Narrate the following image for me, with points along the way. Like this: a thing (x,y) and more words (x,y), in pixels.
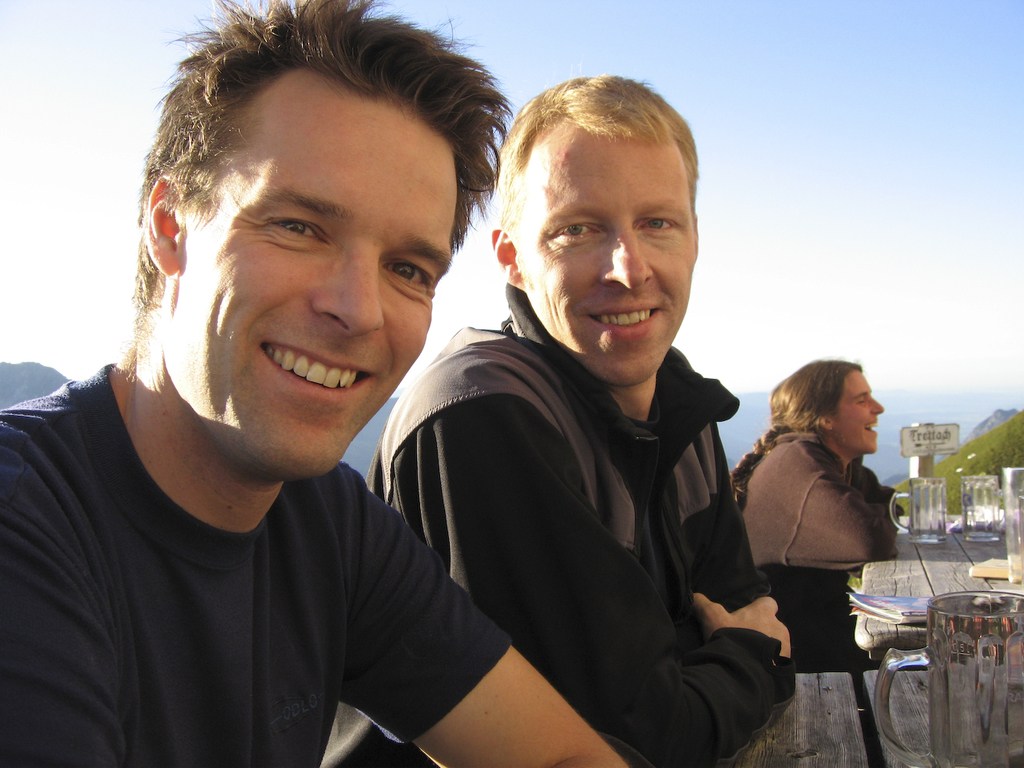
In this picture we can see there are three persons (601,564). On the right side of the image (903,546) there are tables (925,583) and on the tables (877,588) there are glasses (935,598) and some objects (927,600). Behind the tables (915,552), there is a board (937,443). Behind the people (743,490) there are hills (368,457) and the sky (765,204).
